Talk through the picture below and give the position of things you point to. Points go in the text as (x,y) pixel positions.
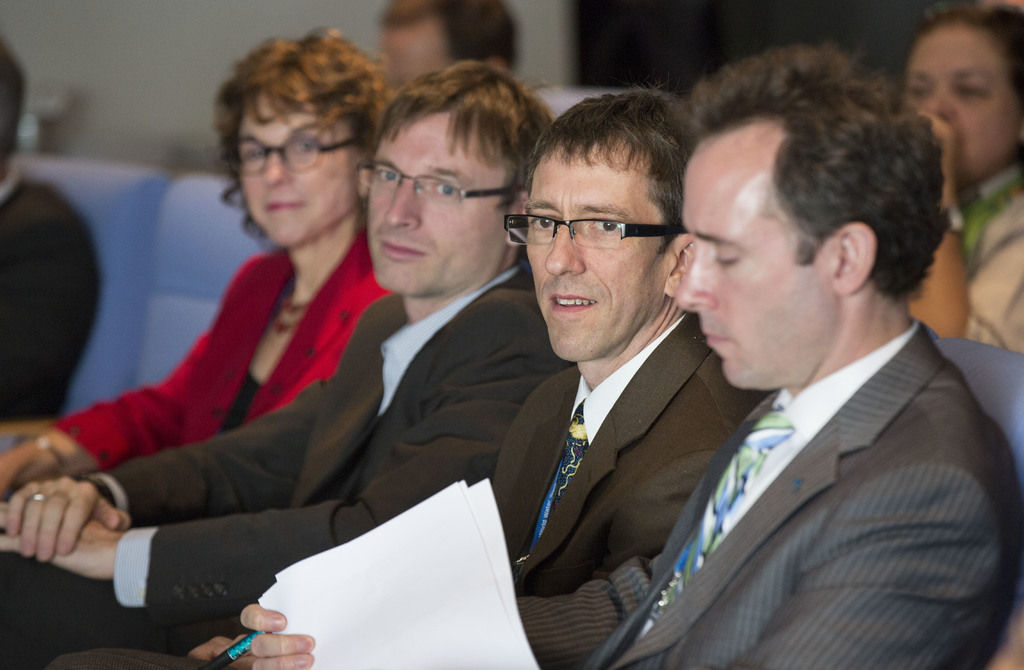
In this image we can see people (742,332) sitting. The person (915,439) sitting on the right (786,535) is holding papers (349,621) and a pen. In the background (104,75) there is a wall (152,71).
